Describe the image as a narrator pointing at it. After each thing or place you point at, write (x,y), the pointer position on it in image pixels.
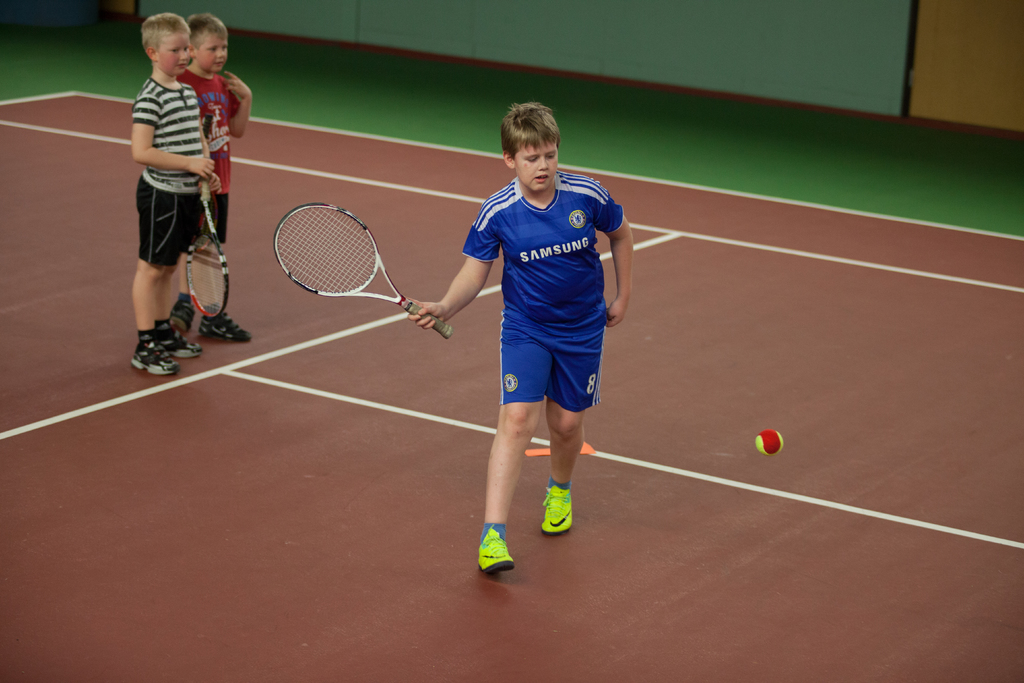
It is looking like a playing ground (810,425). in the middle of the image (573,252) there is a boy (544,269) wearing blue color dress (562,310), holding a tennis bat (322,267) in his right hand (433,310) and he is about to hit the ball (774,449). At the back of this boy (526,259) there are two boys (180,121) are standing and looking at this boy (534,297).
